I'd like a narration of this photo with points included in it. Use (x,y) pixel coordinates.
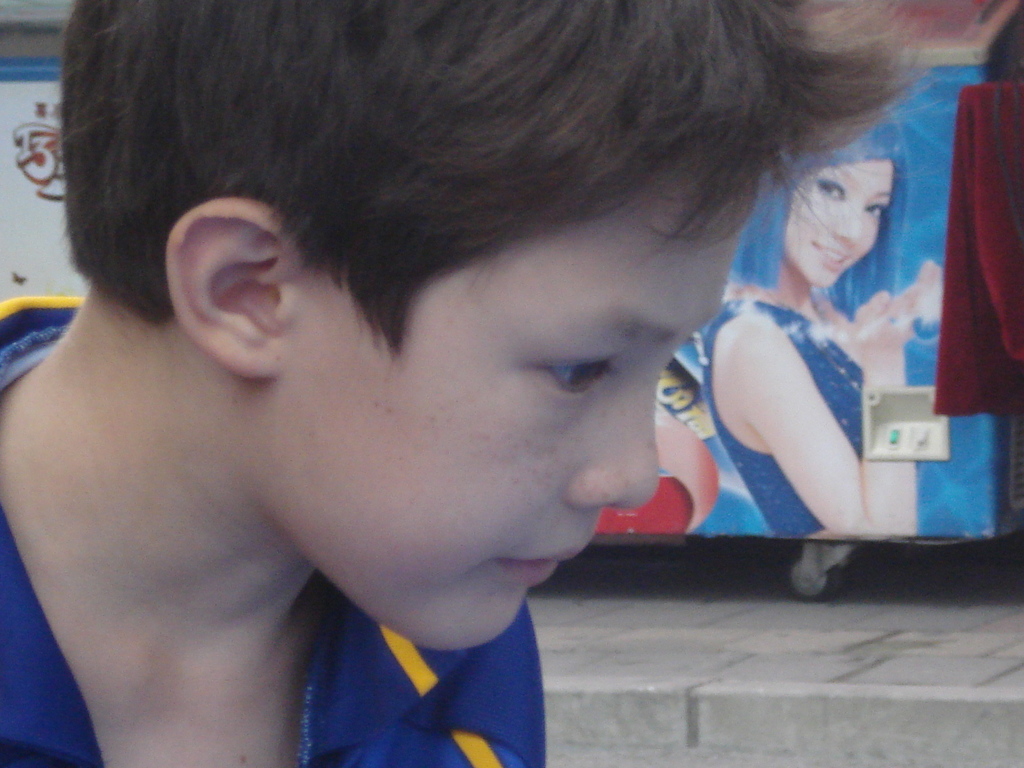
In front of the image there is a kid's face (395,469), behind the kid (450,175) there is a poster (814,254) on the freezer (825,250).
